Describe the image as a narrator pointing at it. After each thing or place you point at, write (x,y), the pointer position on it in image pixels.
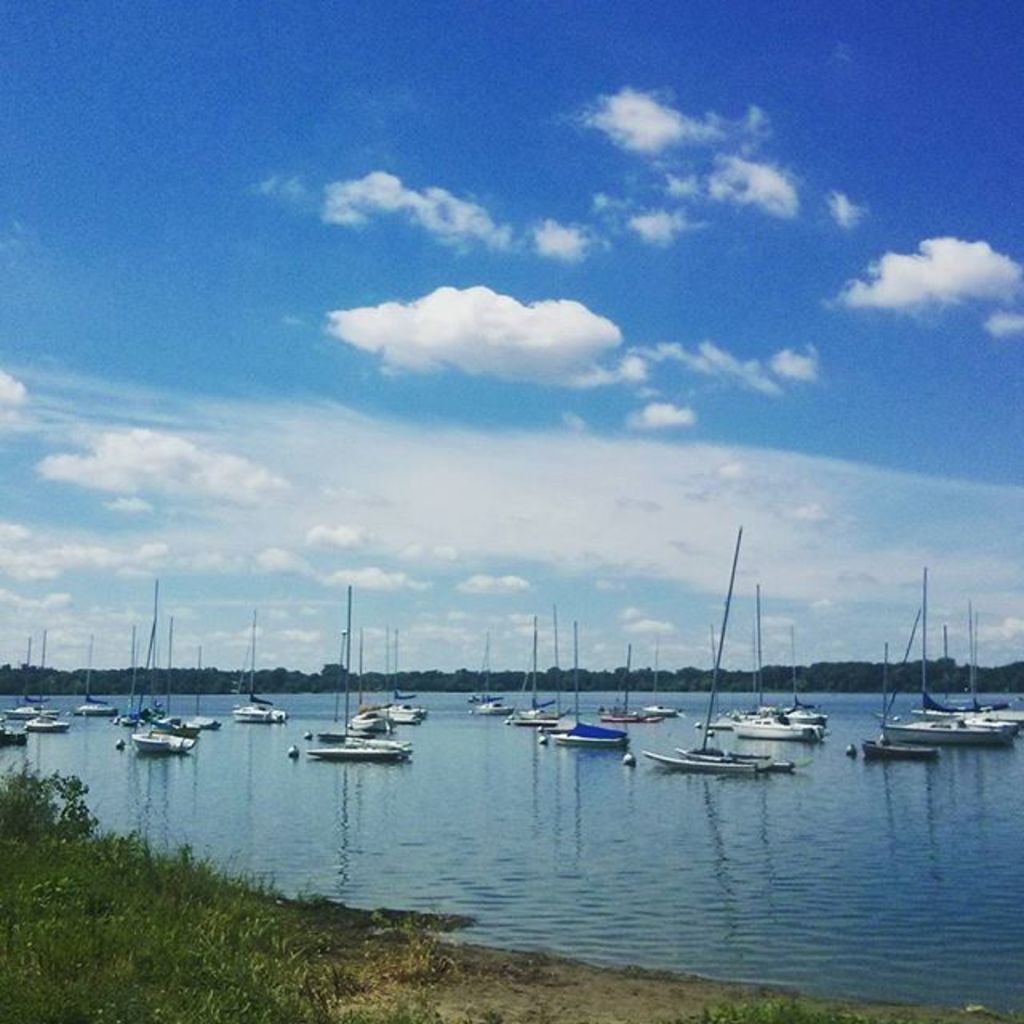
In this image I can see boats (396,684) on the water (653,783). There are trees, there is grass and in the background (313,596) there is sky (362,251).
